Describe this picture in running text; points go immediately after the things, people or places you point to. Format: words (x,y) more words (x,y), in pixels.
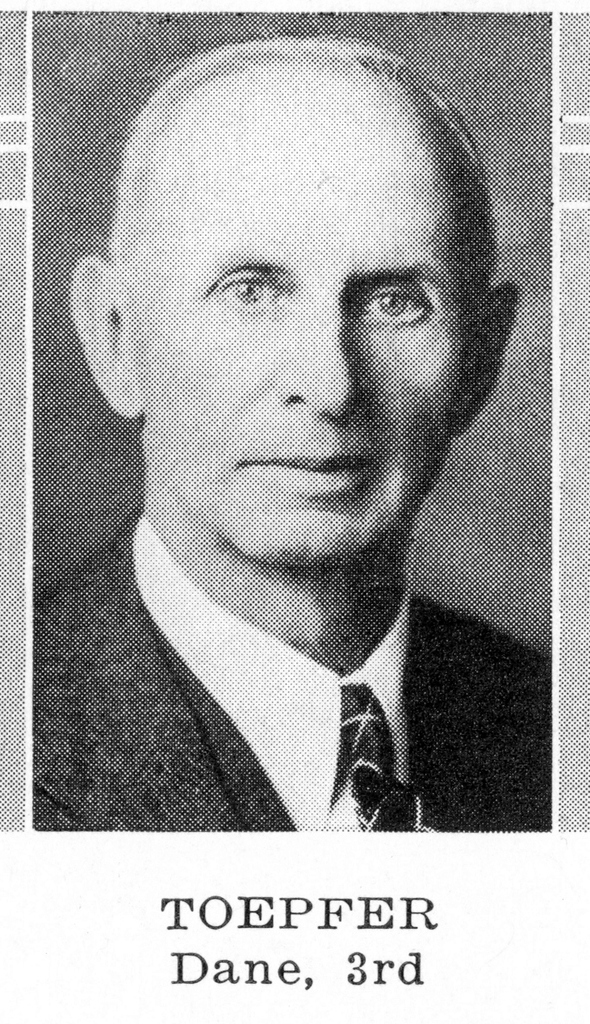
In this picture we can observe a passport size photo (120,72) of a person (328,670) wearing coat (193,686), shirt (258,704) and a tie (372,730). This is a black and white image. We can observe black color words (248,963) in this picture.
